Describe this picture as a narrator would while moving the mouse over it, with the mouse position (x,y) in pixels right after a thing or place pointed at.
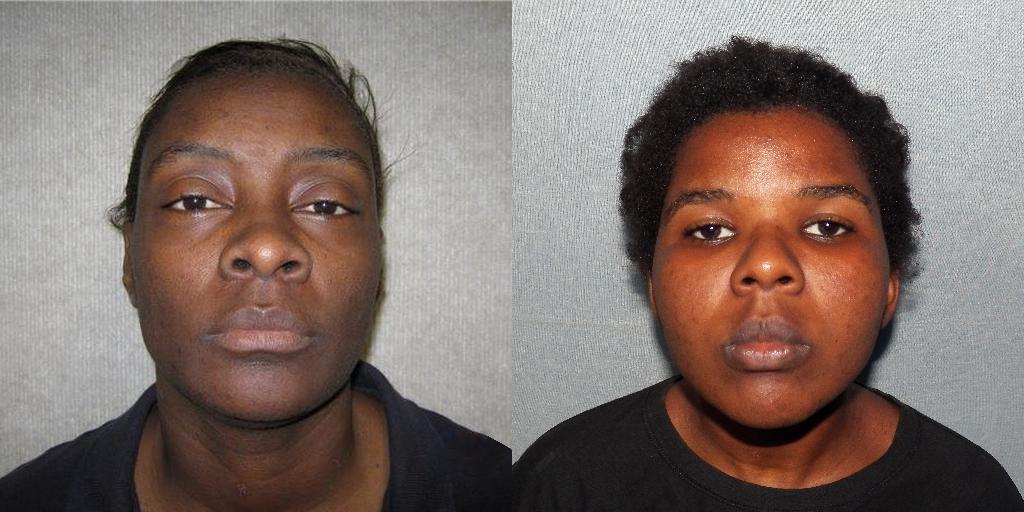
This is a collage image. In these images we can see two persons (717,326). The background of the images is gray.
